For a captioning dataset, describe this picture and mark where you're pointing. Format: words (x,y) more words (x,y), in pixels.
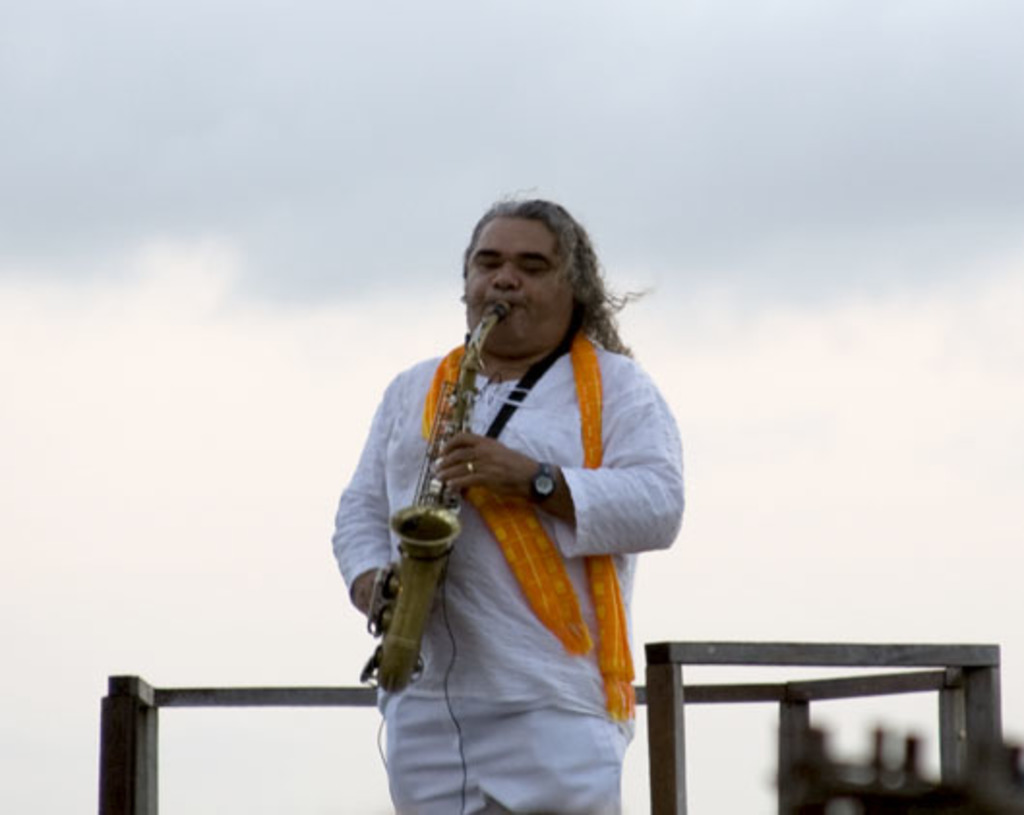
The man (425,404) in the middle of the picture (417,416) wearing a white shirt (485,561) is holding a saxophone (468,351) in his hand (371,589) and he is playing it. Behind him, we see a rod (891,658) and in the background (101,360), we see the sky (890,542).
